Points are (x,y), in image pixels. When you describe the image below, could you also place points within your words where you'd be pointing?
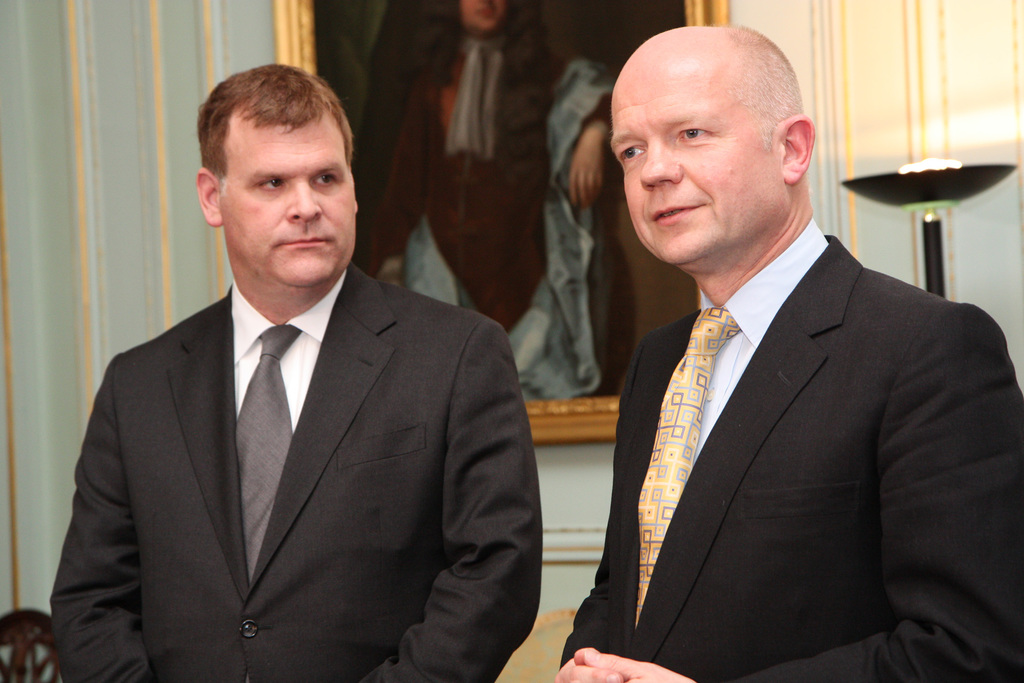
This is an inside view. Here I can see two men (491,543) wearing black color jackets (449,556). The man (733,286) who is on the right side (698,440) is speaking. The other man (299,240) is looking at this man (719,342). In the background (481,218) there is a frame (489,144) is attached to the wall (865,83). On the right side (950,190) there is a metal stand (925,222).
